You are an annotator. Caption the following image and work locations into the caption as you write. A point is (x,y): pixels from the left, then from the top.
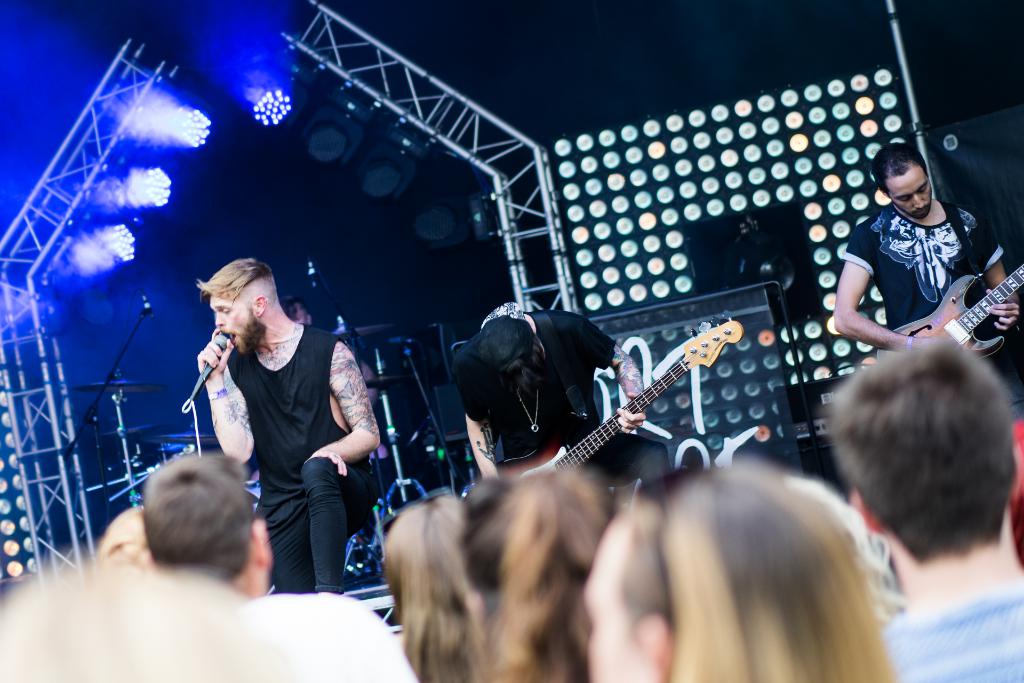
Here we can see few peoples (734,501) are there at the bottom of the image (626,556). And two (858,298) are playing a guitar (962,285). We can see another human (272,382) is holding a microphone (206,372) on his hand (223,349). And he is singing. The background (648,226) we can see some rods (465,153), lights (333,145), some musical instrument (174,434). Here there is an another person (300,316).
